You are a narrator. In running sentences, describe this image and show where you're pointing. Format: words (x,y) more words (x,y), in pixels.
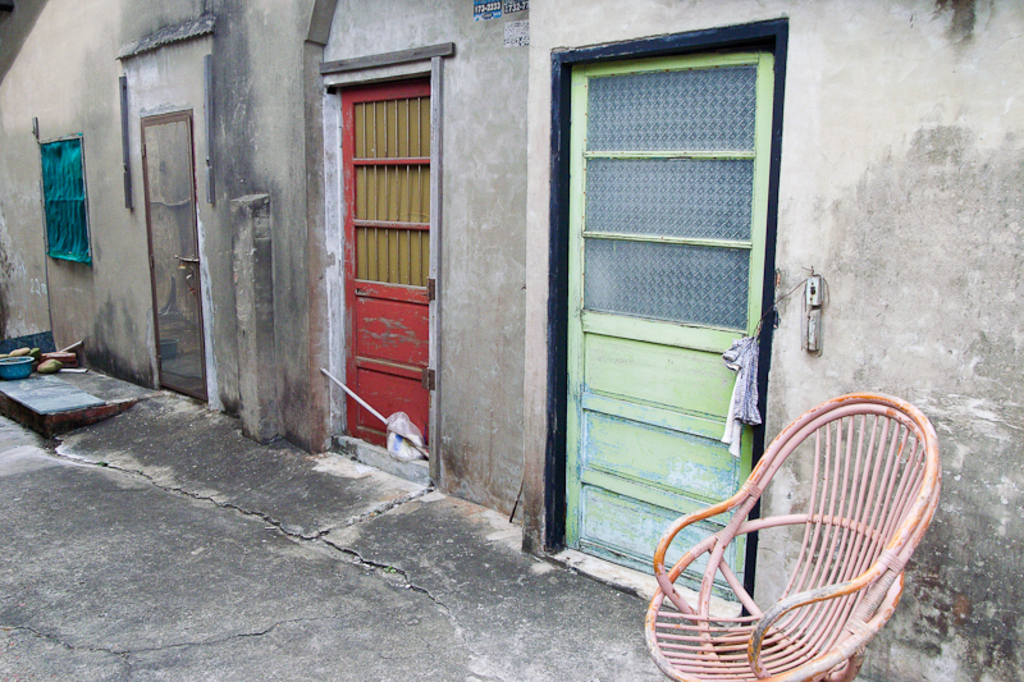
In this image there is a chair (694,668) on the floor (305,572). Left side (8,362) there is a tub (17,371) and few objects (69,363) on the floor (64,383). Background (11,244) there is a wall (986,243) having doors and a window (83,236).
